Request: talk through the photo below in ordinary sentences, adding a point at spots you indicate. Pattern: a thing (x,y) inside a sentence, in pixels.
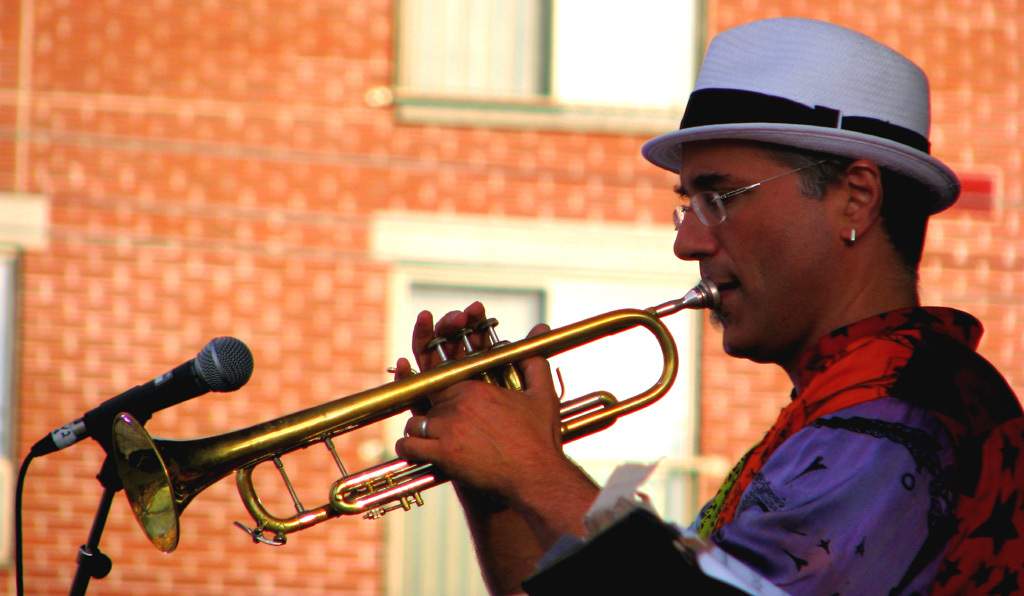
In this image I see a man (732,295) who is wearing colorful dress (856,493) and he is wearing a hat (771,118) and I see that he is holding a musical instrument (375,473) in his hand (508,396) and I see a mic (144,404) over here and I see the white and orange color in the background (1013,373).
